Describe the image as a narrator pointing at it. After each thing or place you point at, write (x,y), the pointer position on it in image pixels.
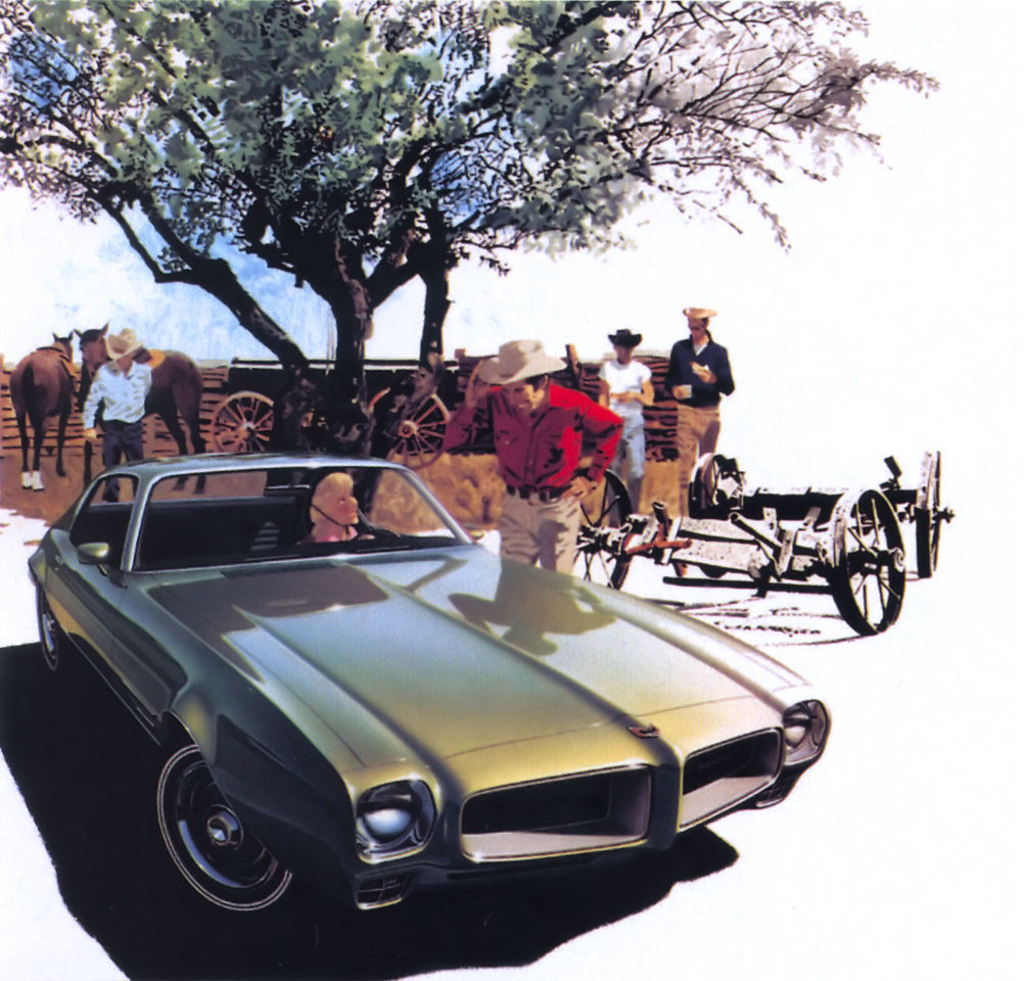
In this image there is a painting (363,557) of the few people (139,434) standing beneath the tree (387,235) and there are two horses (91,341) and carts (609,555), in front of the tree (308,408) there is a lady (323,517) sat in the car (382,815), beside the car (354,577) there is a person (535,504) standing.
